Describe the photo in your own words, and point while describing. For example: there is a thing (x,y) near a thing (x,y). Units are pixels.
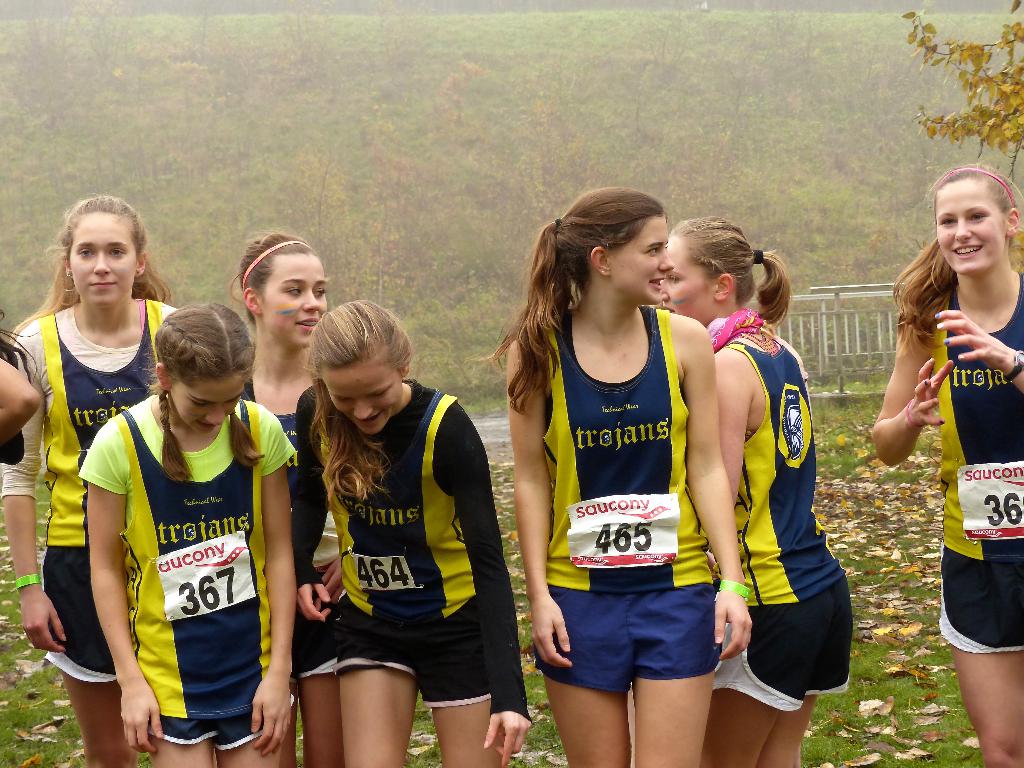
In the picture we can see some girls (533,573) and women (974,249) are standing on the grass surface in the sportswear (965,573) and behind them, we can see a grass surface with dried leaves (933,685) and far away from them we can see railing (890,379) and behind it we can see many trees (402,302).
